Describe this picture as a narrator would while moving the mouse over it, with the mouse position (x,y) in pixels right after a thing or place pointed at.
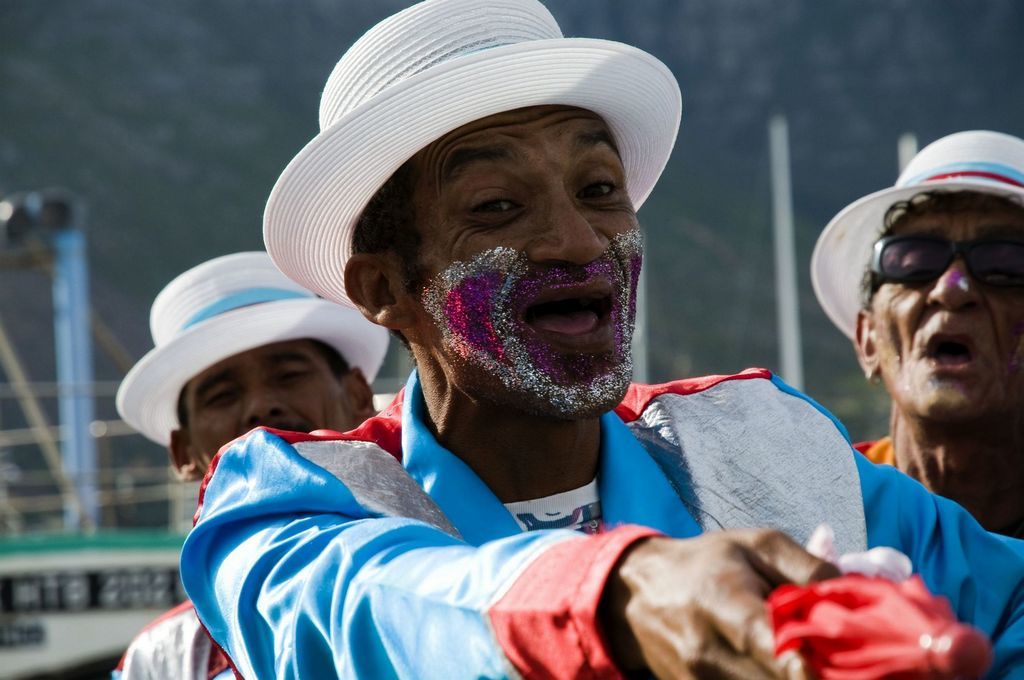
In front of the image there is a person (488,297) having a smile (549,320) on his face (527,284), holding an object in his hand (650,572), behind him there are two other persons (305,395), in the background of the image (67,601) there are metal rods (86,333) and some objects (78,627).
